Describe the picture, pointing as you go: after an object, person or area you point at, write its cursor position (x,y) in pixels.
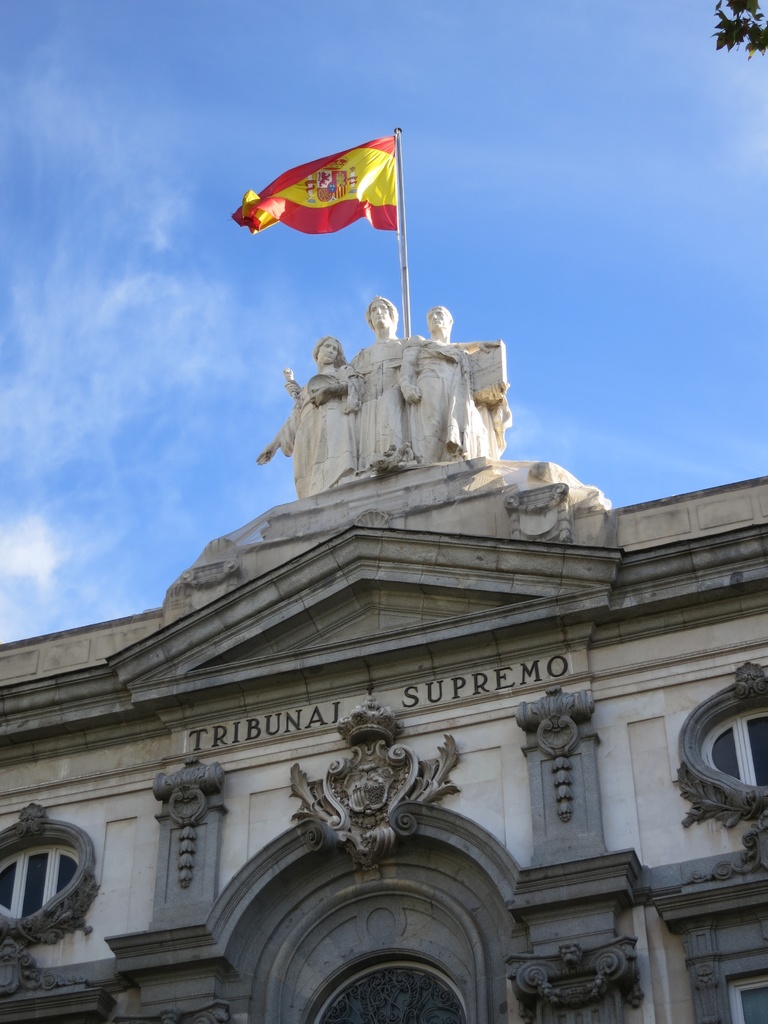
In this image we can see a building (290,801), windows (748,982), sculptures (357,708), flagpole (404,206), there are some leaves (728,38) and the sky (605,236).
